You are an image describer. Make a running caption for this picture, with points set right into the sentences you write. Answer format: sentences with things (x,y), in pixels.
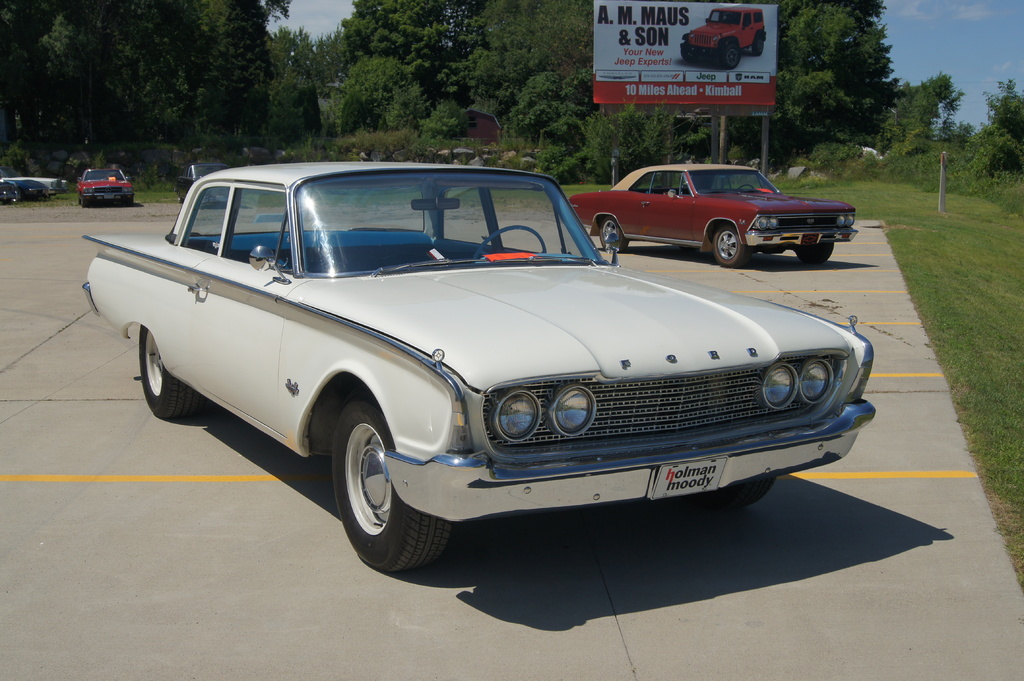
In this image I can see fleets of cars (541,299) on the road (902,357) and grass (926,309). In the background (659,152) I can see a fence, board (748,79), trees (813,105) and the sky (968,118). This image is taken may be on the road (631,551).
